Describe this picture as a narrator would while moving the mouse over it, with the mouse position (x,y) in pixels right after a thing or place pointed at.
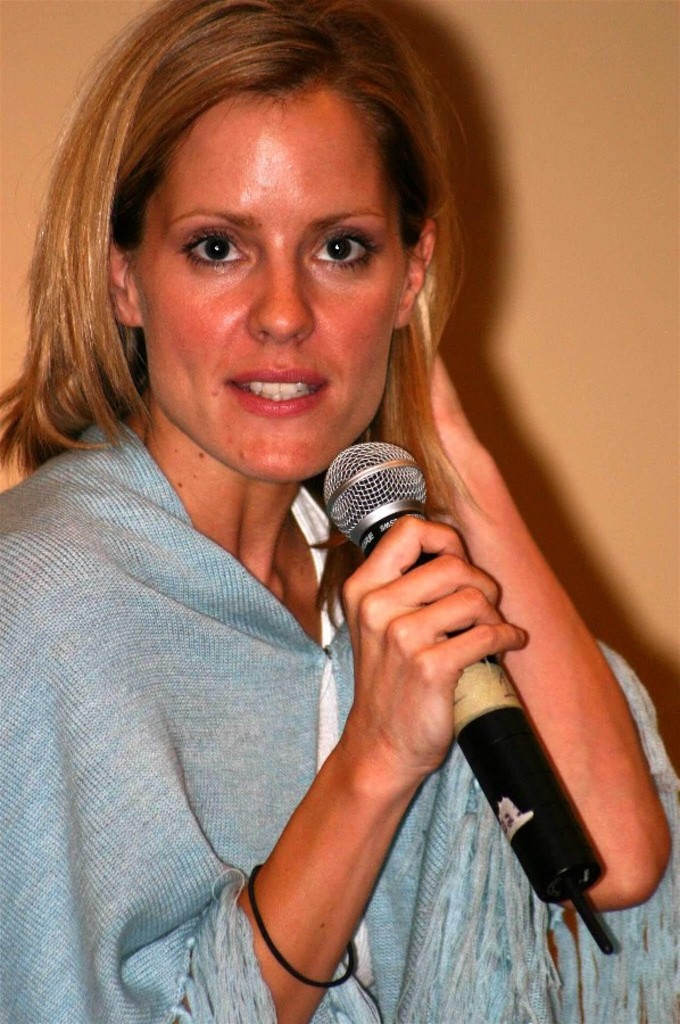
In this picture we can see a lady (175,670) with short hair (35,436) and a black band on her right hand (317,864) and a mic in her right hand (311,999).
